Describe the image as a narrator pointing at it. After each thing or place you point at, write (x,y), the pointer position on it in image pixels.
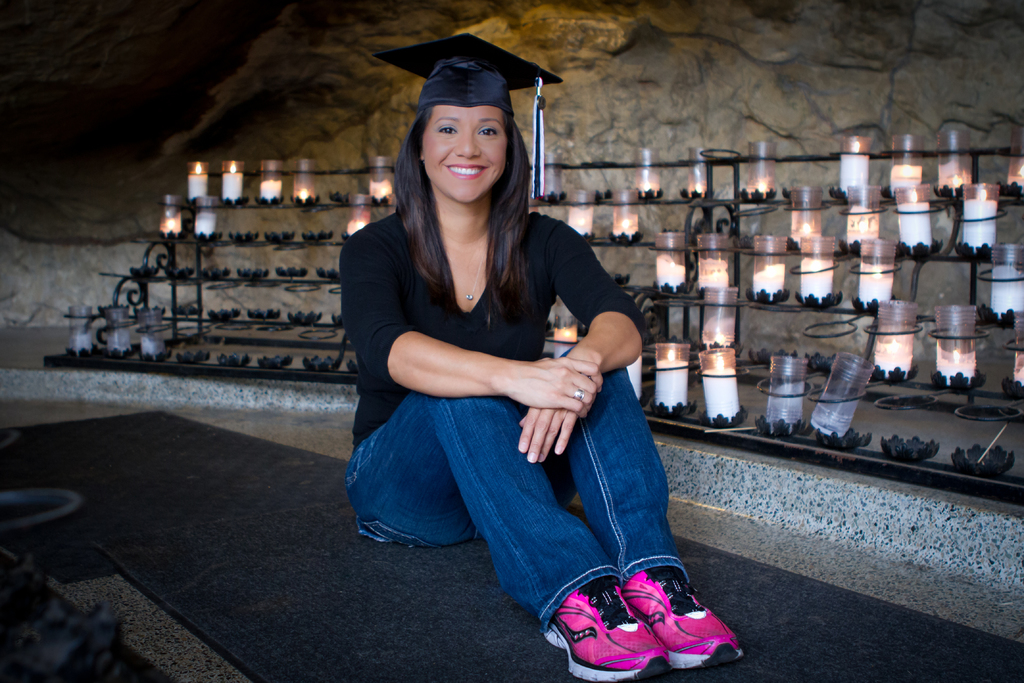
In this image we can see a woman (573,458) wearing a hat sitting on the floor (495,577). On the backside (330,364) we can see some candles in glasses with flame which are placed in the rack (346,350). We can also see some empty glasses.
